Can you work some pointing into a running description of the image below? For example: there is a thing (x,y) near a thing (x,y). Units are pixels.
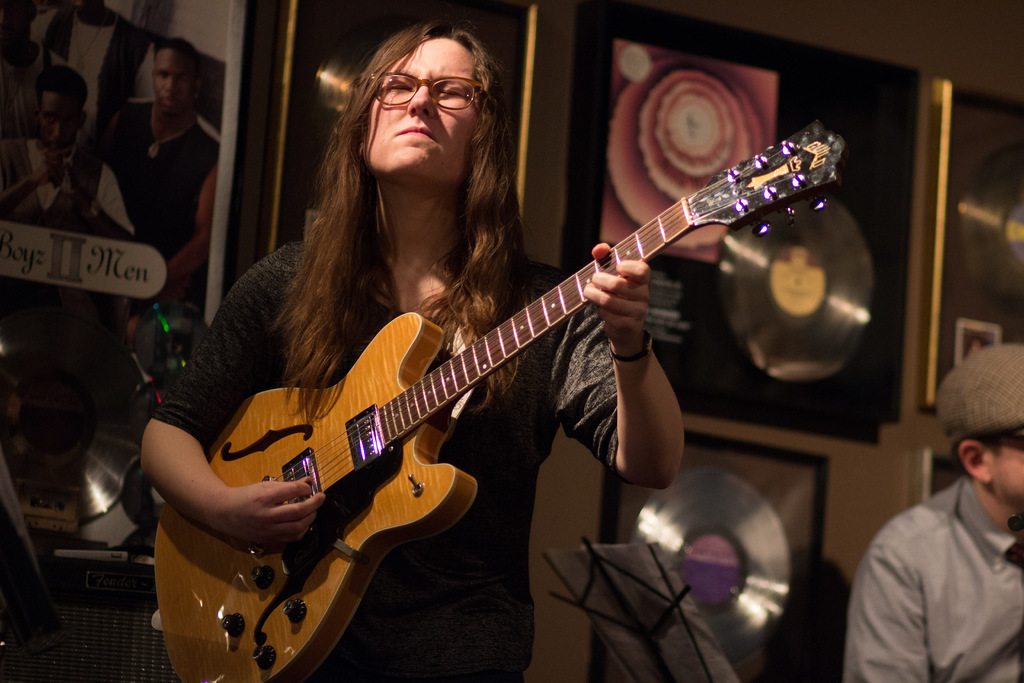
This is the picture in a room (821,632), the person (496,467) is holding a guitar (309,458) to the right side of the woman (442,311) there is a other person (866,607) sitting on chair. background of these people (488,415) there is a wall (538,28) with photos (163,149) and some music systems (661,529).
